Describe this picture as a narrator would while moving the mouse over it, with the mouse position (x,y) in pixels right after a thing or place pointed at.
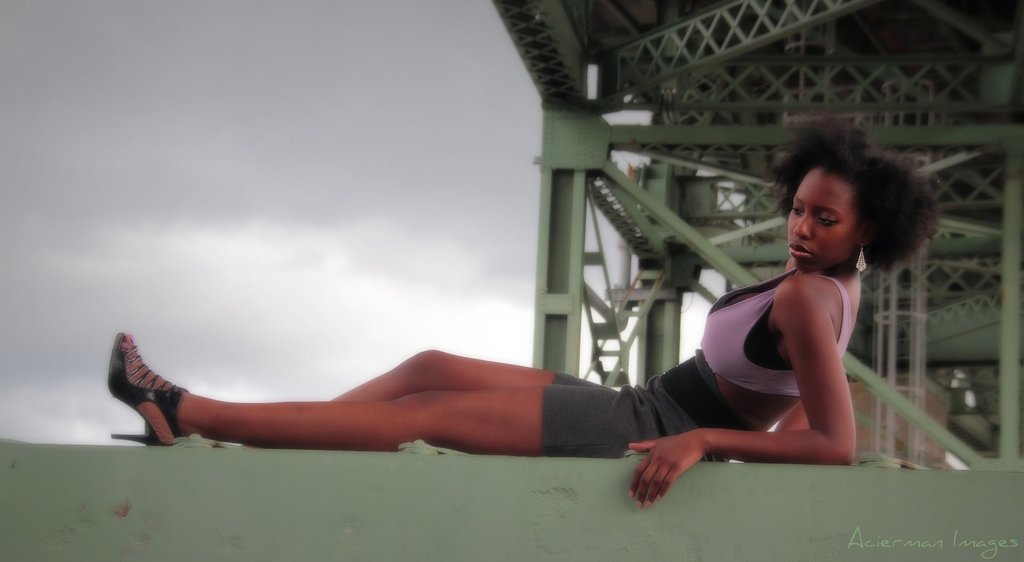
Here in this picture we can see a woman (784,316) sitting on a place (223,469) over there and behind her we can see a bridge (628,148) present and we can also see sky (400,330) full of clouds (285,263) over there.
